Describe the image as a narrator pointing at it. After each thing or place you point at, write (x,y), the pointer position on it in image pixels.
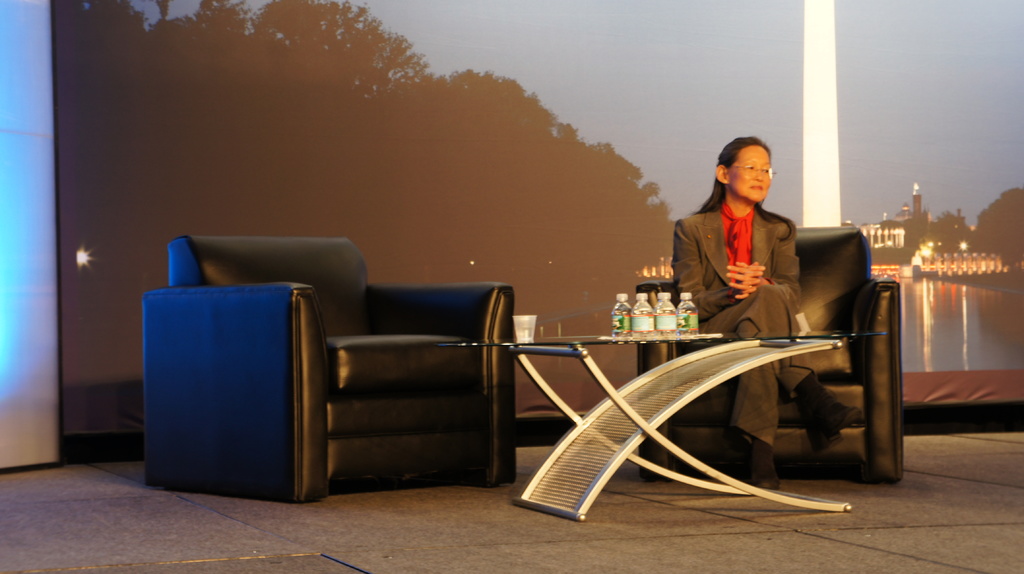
A lady (708,254) with black jacket (720,233) is sitting on a sofa (846,292). There is another sofa (334,314) empty. In front of them there is a table (631,342). On the table (753,344) there are some bottles (641,316). In the background (584,174) there is a screen (709,105). In that screen (928,224) we can see buildings (933,264) and trees (369,156).
